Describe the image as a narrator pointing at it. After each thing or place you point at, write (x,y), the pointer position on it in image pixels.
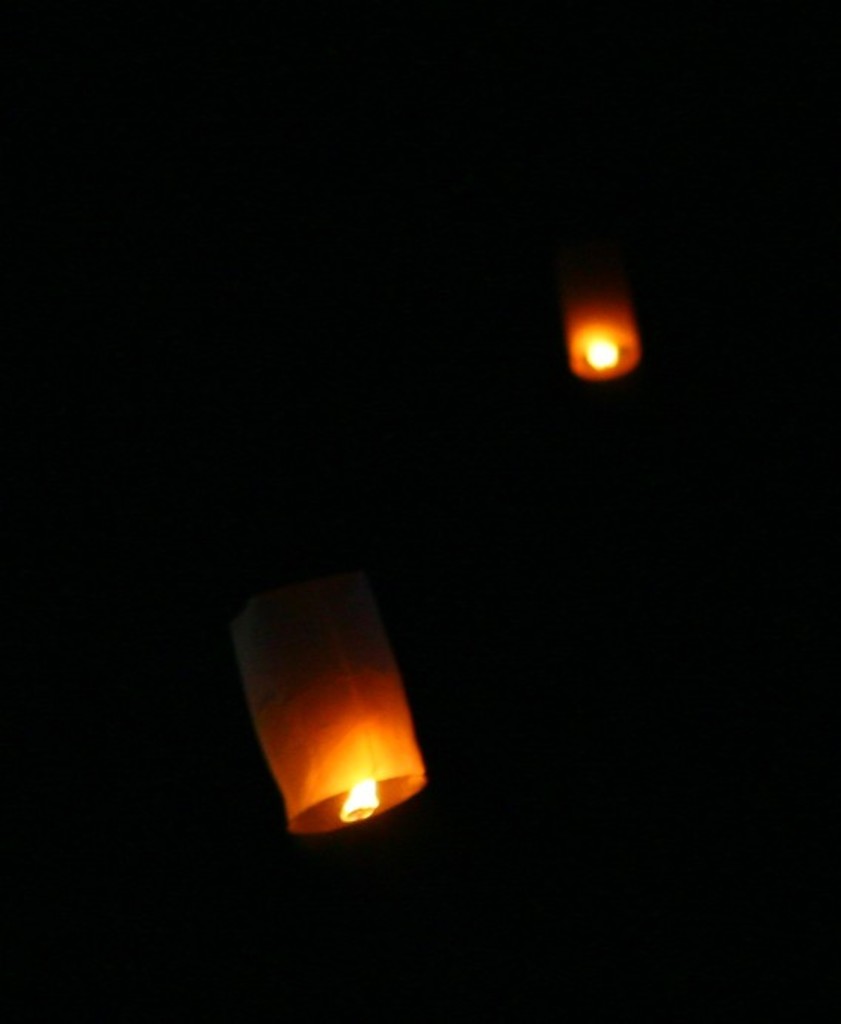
In this picture we can see two lanterns (596,270) and in the background (148,552) it is dark.
